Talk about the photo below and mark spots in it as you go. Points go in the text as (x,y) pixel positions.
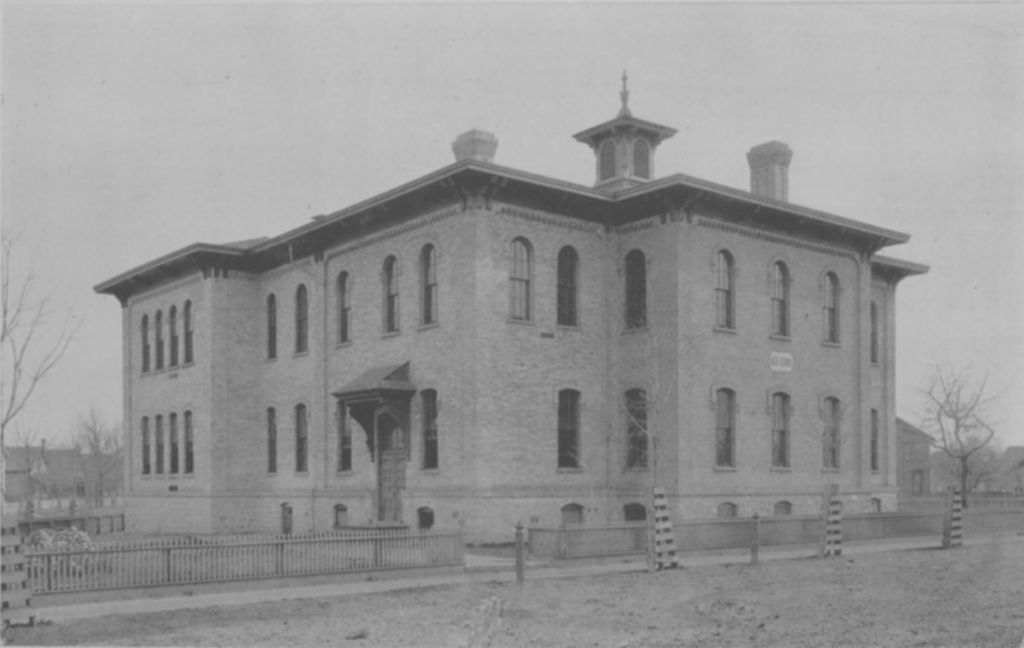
In this picture we can see building (471,487), fence (59,524) and trees (93,460).
